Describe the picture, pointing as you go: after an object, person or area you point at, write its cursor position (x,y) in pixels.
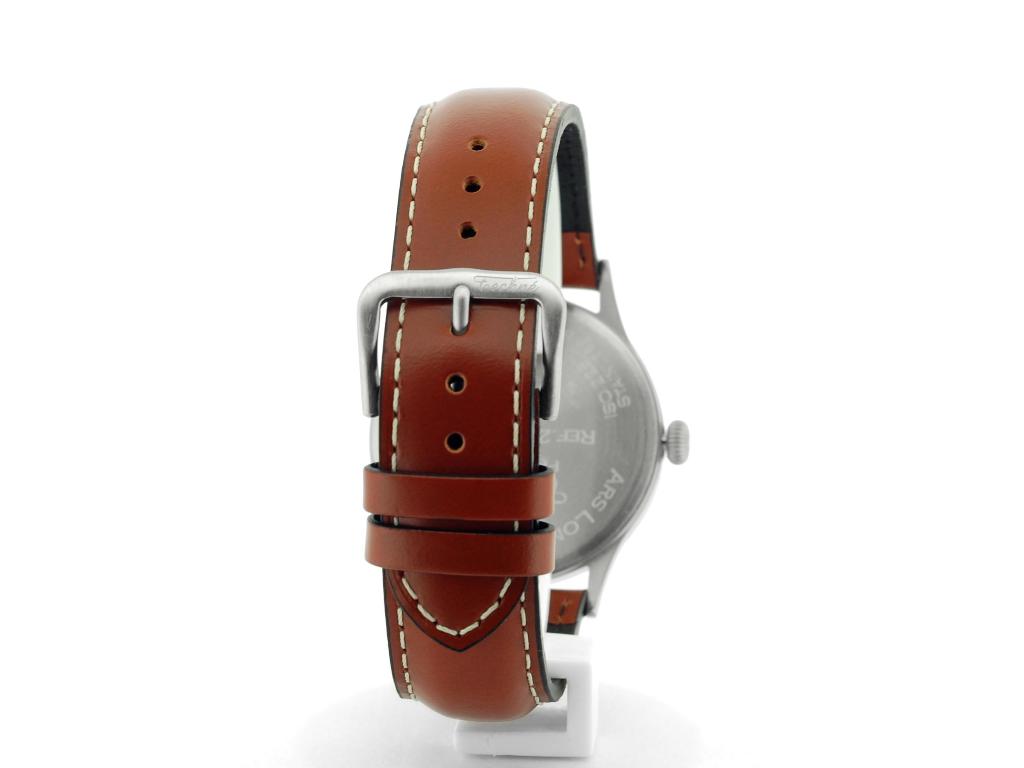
In this image we can see a watch (514,681) on a platform (542,738). In the background (1013,603) the image is white in color.
